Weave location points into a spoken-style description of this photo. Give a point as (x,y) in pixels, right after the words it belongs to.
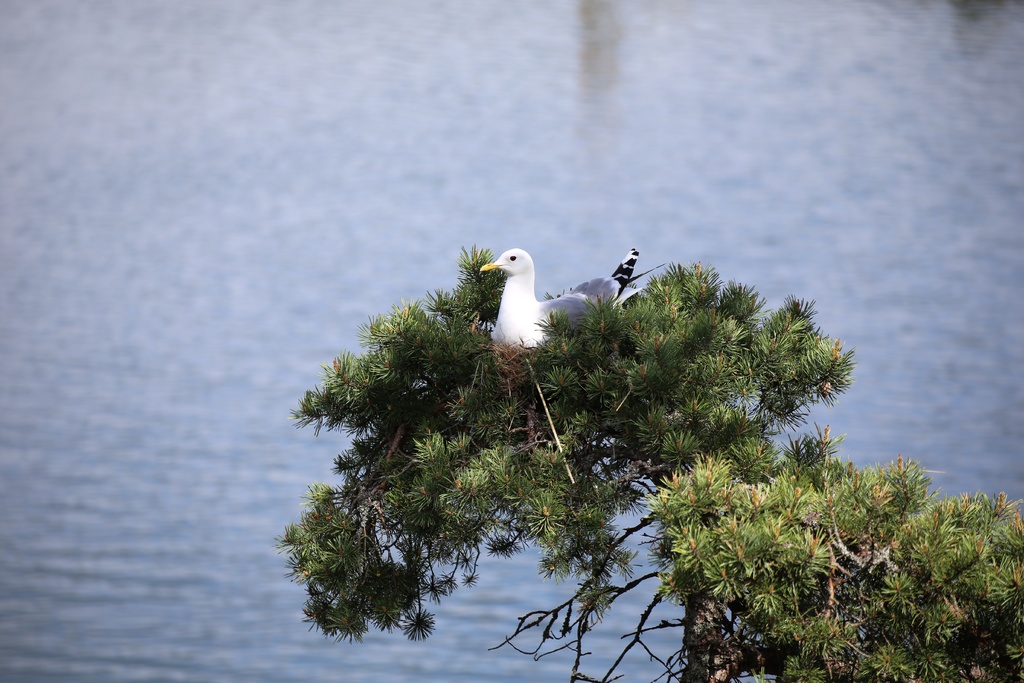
In this picture we can see a bird (606,289) on the tree (469,349) and also we can see water (256,194).
